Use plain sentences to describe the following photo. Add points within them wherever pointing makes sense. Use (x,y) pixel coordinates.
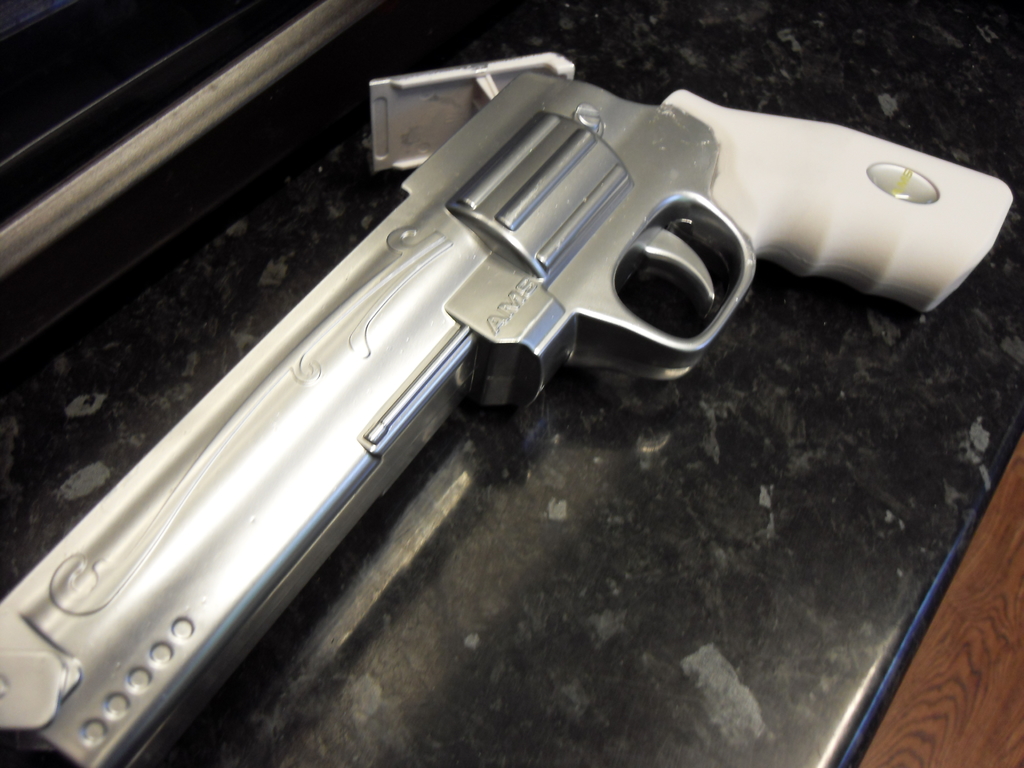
This image consists of a gun (429,389). It is in white and grey color. It is like a toy gun (102,728).
